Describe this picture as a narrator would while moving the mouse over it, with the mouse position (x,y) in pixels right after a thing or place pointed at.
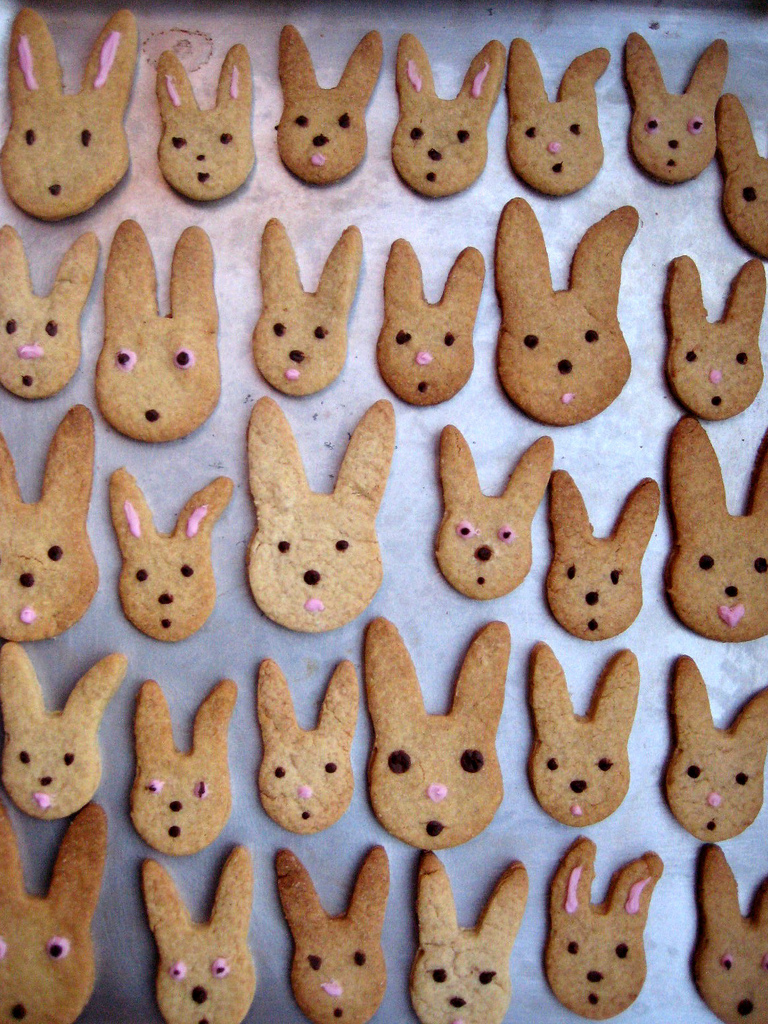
In this image, we can see bunny-shaped cookies (197,272) on the tray (385,542).
